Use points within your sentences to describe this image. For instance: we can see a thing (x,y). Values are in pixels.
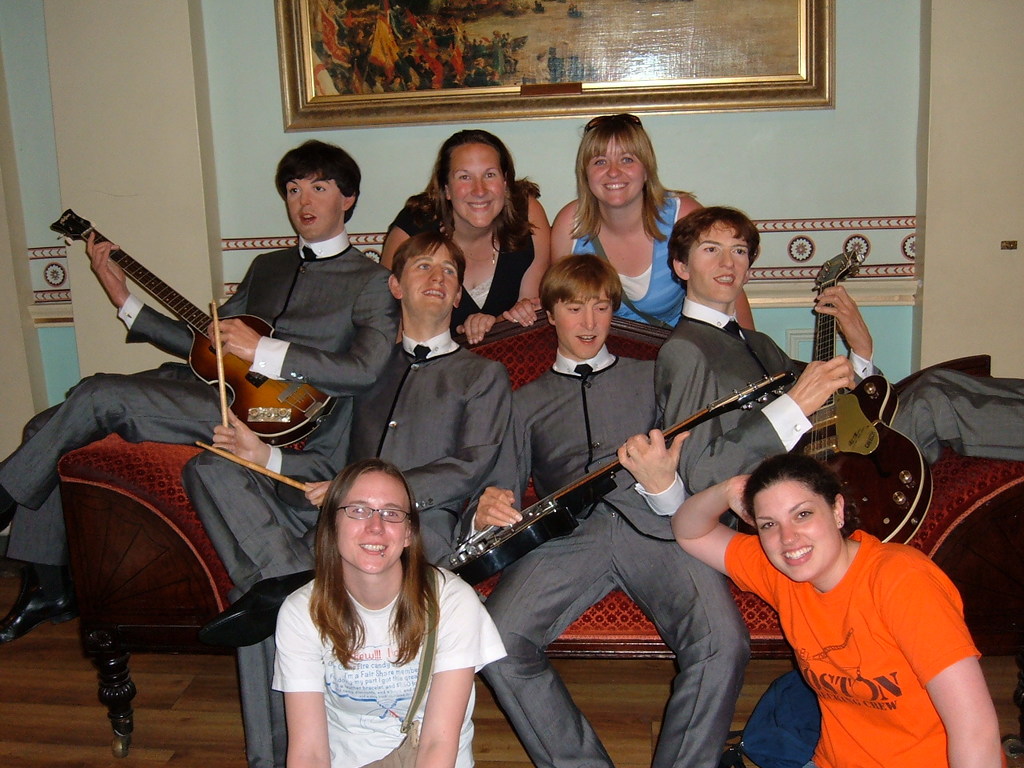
In this picture there are so many people (333,418) sitting on the sofa (185,494) and playing guitar (525,525) also two women (396,680) are sitting on the floor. In the background (381,48) there is a painting (427,57) attached to the wall (262,81).
